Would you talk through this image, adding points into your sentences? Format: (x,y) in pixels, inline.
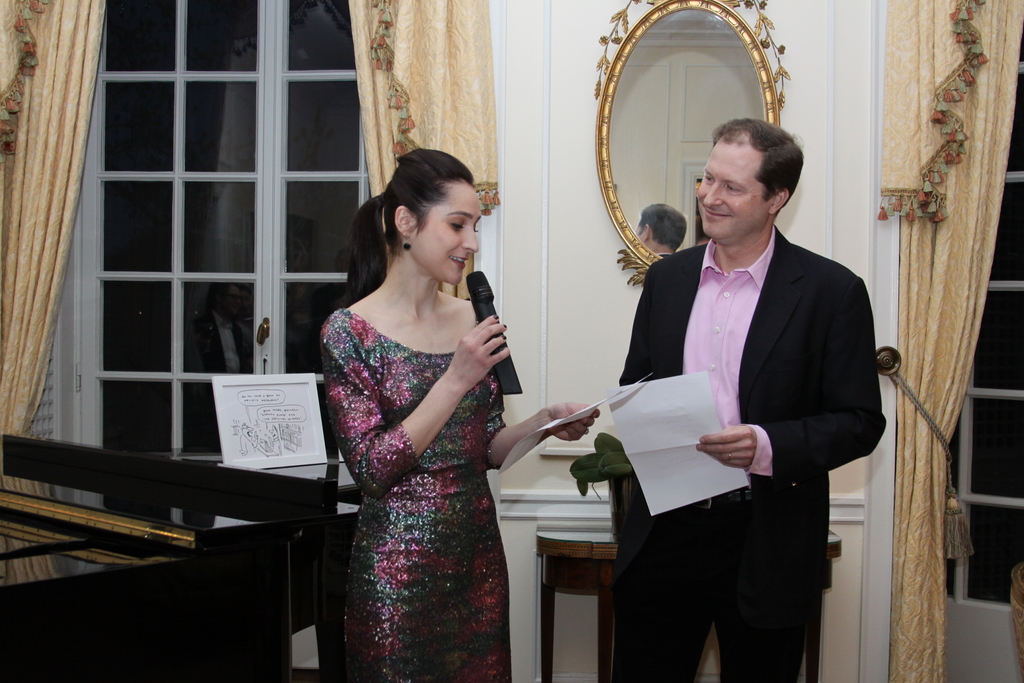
In this image in the center (412,276) there is one man (734,190) and one woman (436,342) standing, and man (776,394) is holding papers (689,433) and woman (487,403) is holding papers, mike (473,298) and reading. And in the background (274,490) there are tables (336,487), board (260,410), mirror (660,240), windows (202,108), curtains (901,588) and wall (560,358).
